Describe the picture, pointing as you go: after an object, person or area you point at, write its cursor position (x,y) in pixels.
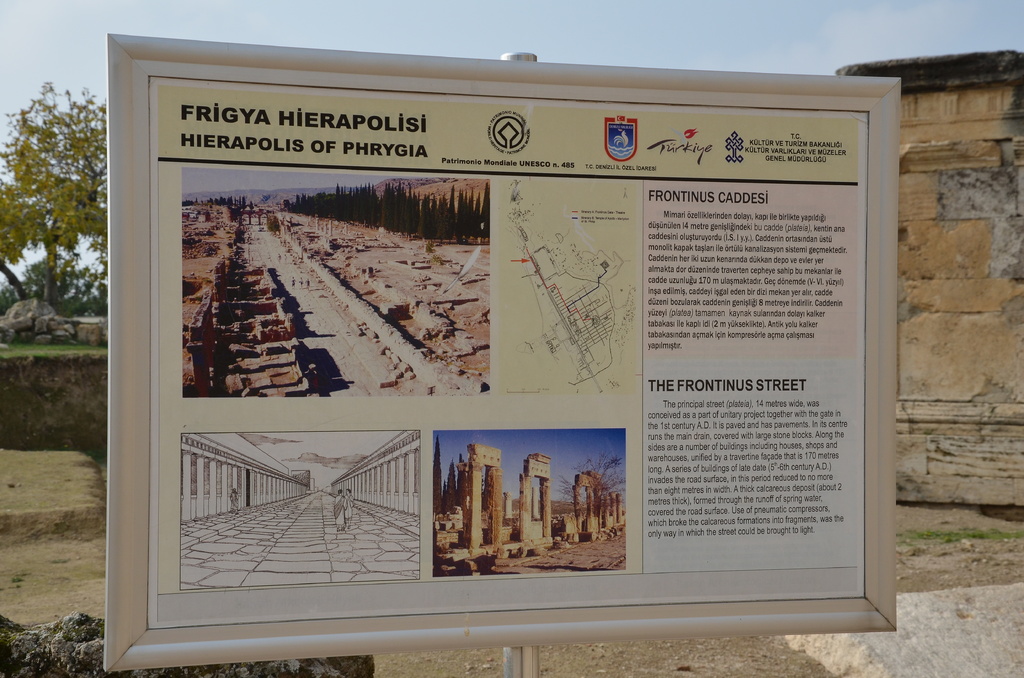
In this image, we can see a board (506,407) with some images (511,432) and text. We can see the wall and the ground (74,364). We can also see some grass (44,346), rocks (55,318) and trees (58,213). We can also see the sky (364,22).
